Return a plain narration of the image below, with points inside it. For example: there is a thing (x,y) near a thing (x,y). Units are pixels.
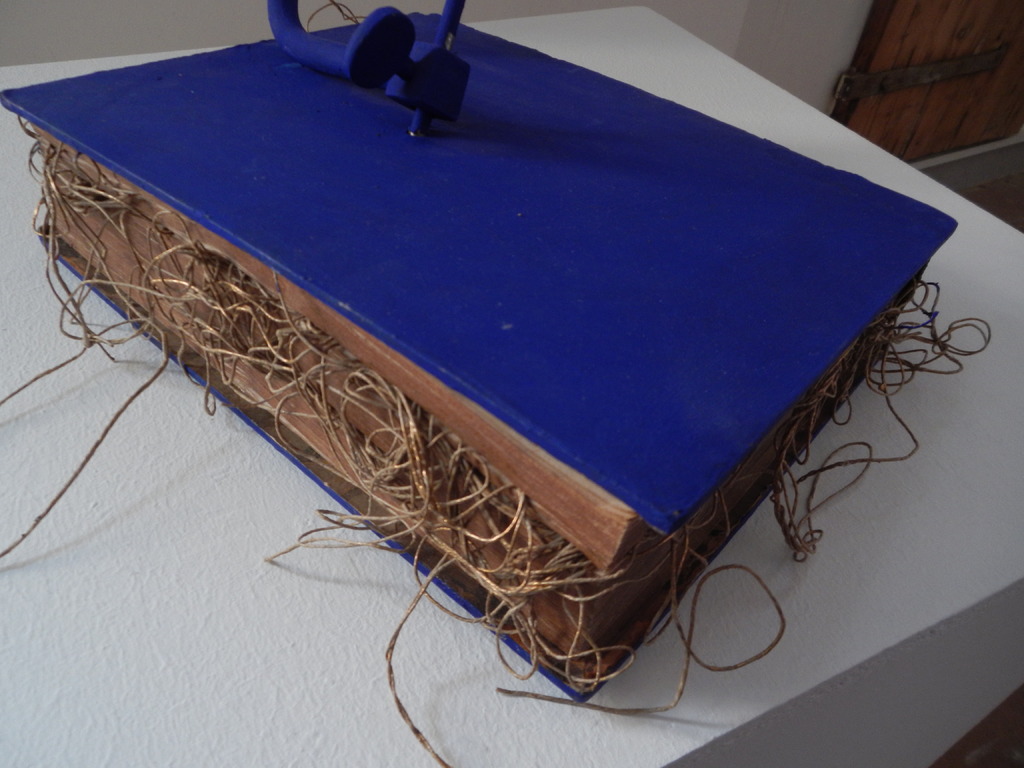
This picture consists of blue color box (306,174) and wires (519,499) kept in it and box (760,496) is kept on table (52,611).
